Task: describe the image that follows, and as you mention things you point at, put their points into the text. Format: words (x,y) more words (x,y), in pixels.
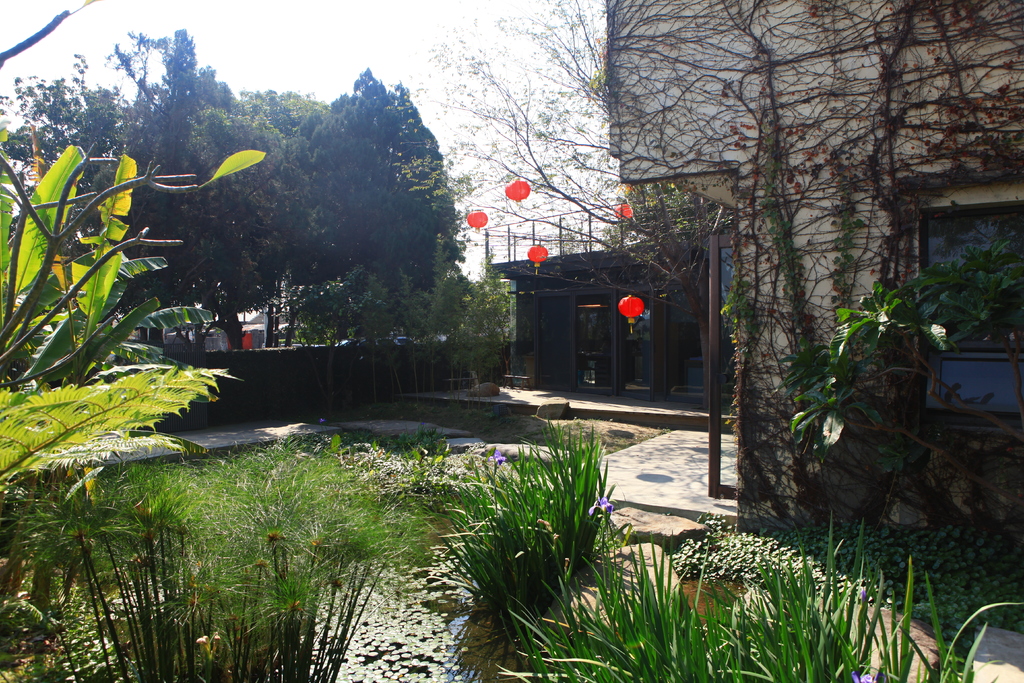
At the bottom of this image (776,644), there are plants (133,615). Behind these plants (689,625), there are plants (368,570) in the water (503,631). In the background (888,11), there are buildings (524,299), trees (375,329), a wall (424,369), red color lanterns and there are clouds (382,4) in the sky (273,17).
